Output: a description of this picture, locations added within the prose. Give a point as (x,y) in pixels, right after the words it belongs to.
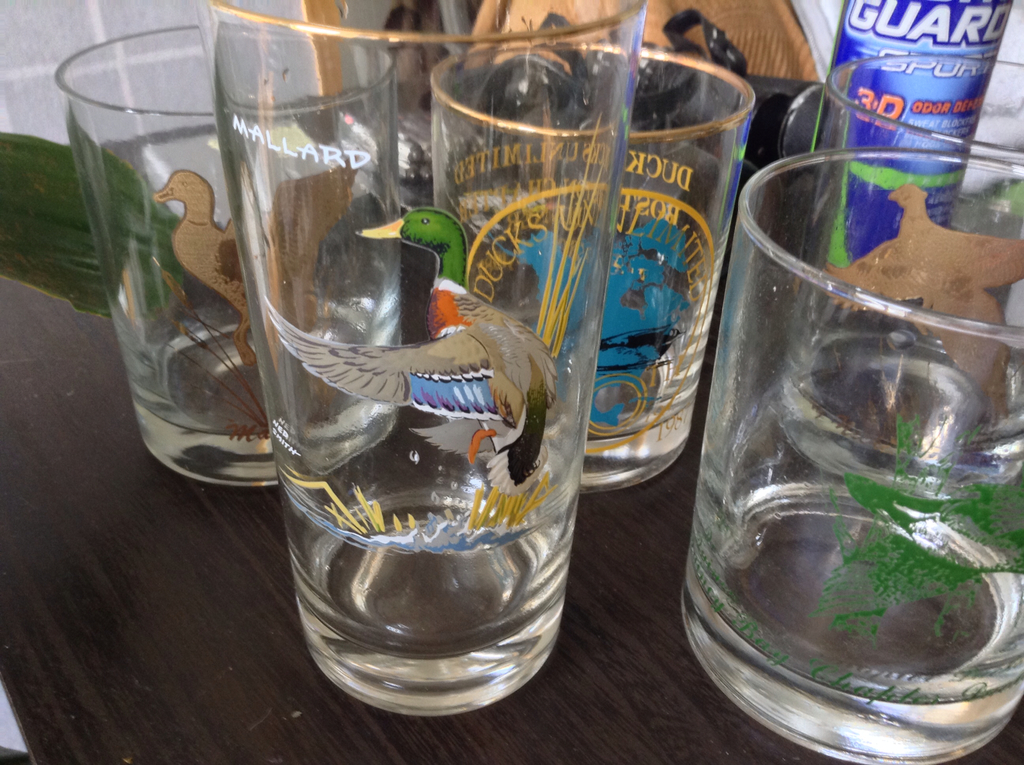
We can see glasses (835,115) and objects (805,136) on the table (242,693) and on these glasses (477,290) we can see painting (498,310). Background (91,22) we can see wall (77,19) and we can see green leaf (71,288).
